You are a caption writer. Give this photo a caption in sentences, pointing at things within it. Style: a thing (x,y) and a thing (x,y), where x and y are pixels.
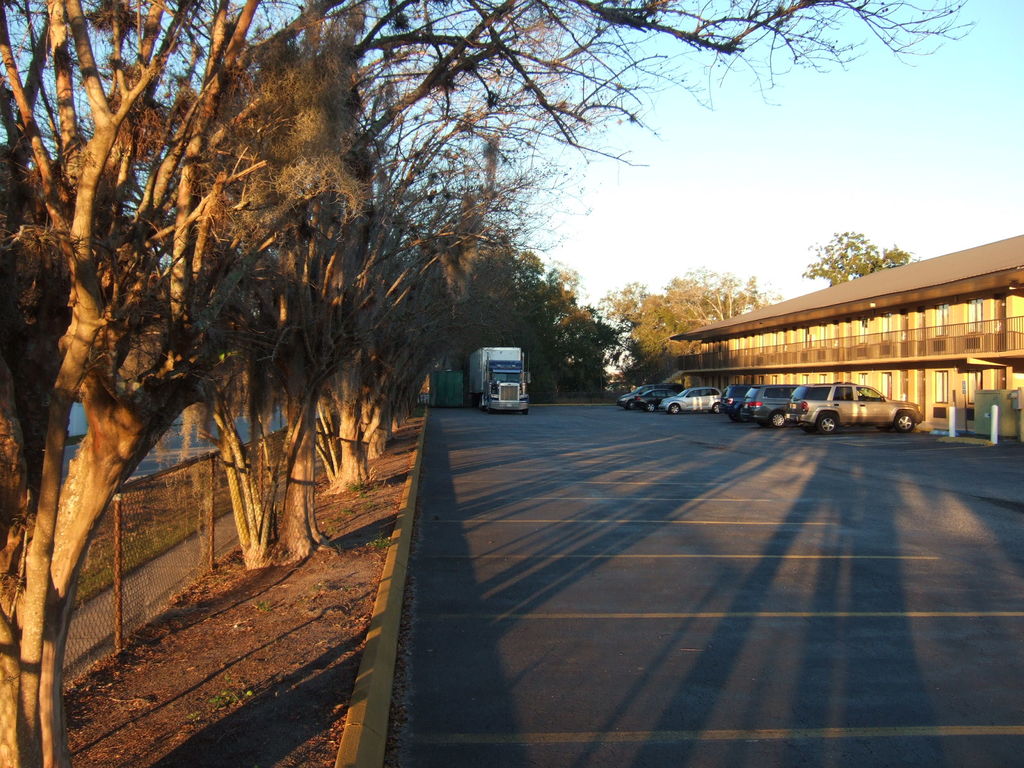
In this image I can see few trees (309,349), buildings (689,375), vehicles (699,392), poles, railings (825,344) and net fencing (210,463). The sky (785,160) is in blue and white color.
